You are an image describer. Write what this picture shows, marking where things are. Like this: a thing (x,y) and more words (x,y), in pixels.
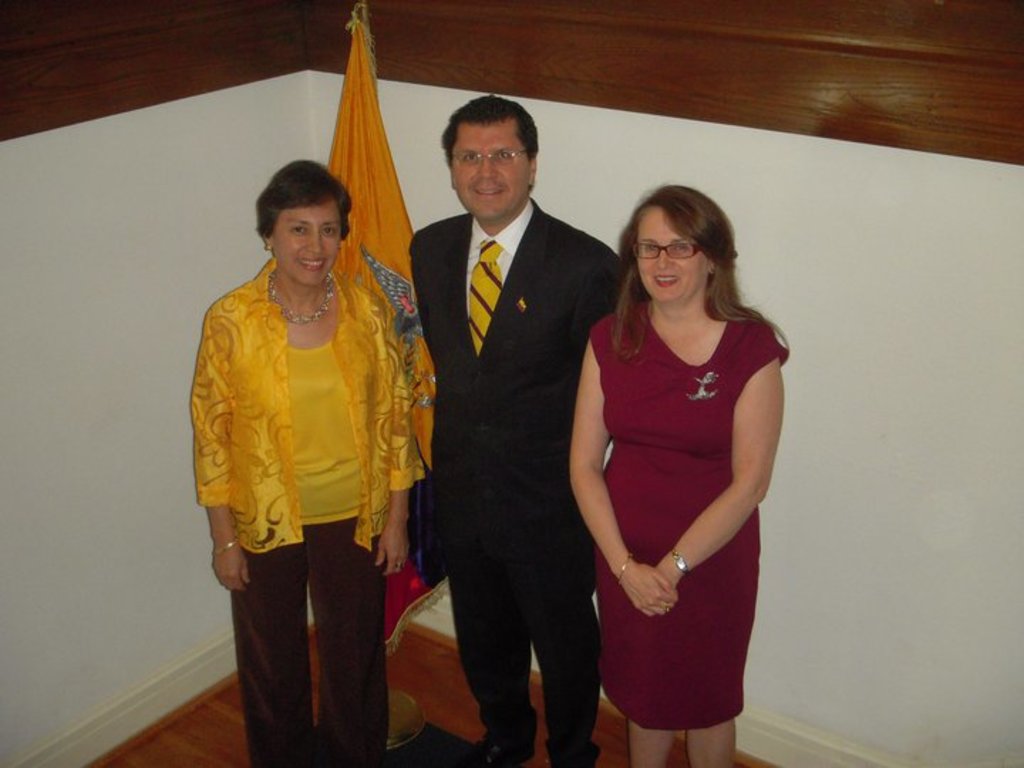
There are three people (375,688) standing and smiling. Background (404,126) we can see flag (362,110) with stand (404,721) and wall (141,260).
